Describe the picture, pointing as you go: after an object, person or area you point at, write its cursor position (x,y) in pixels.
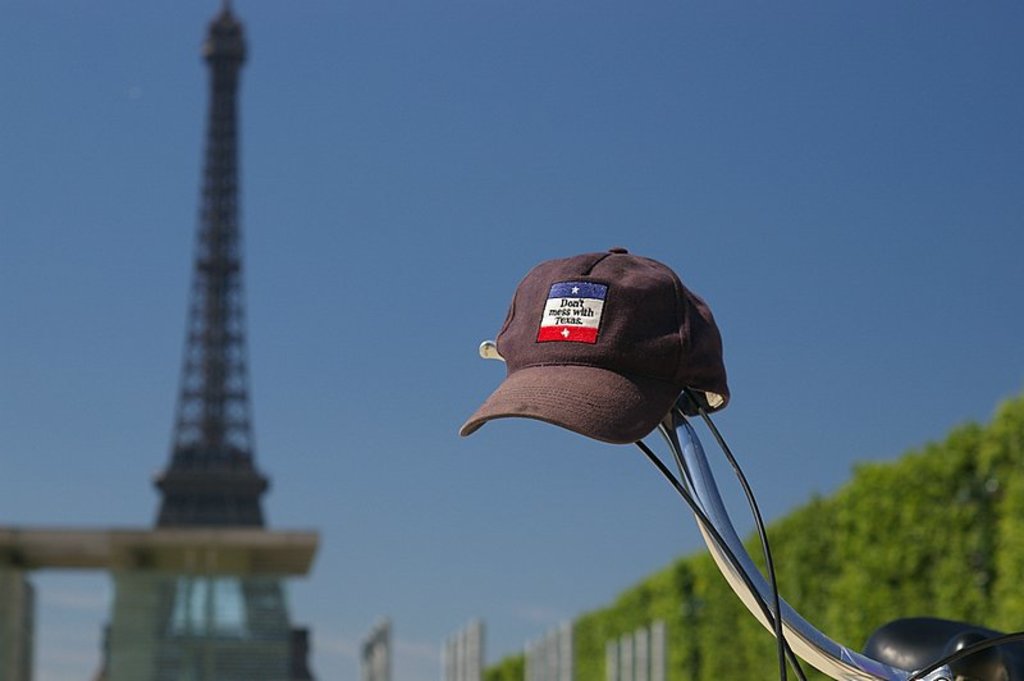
This image consists of a cap (633,420) kept on the handle (716,559) of a cycle (789,650). On the left (273,654), we can see a tower (287,632). On the right (823,622), there are plants (975,556).
